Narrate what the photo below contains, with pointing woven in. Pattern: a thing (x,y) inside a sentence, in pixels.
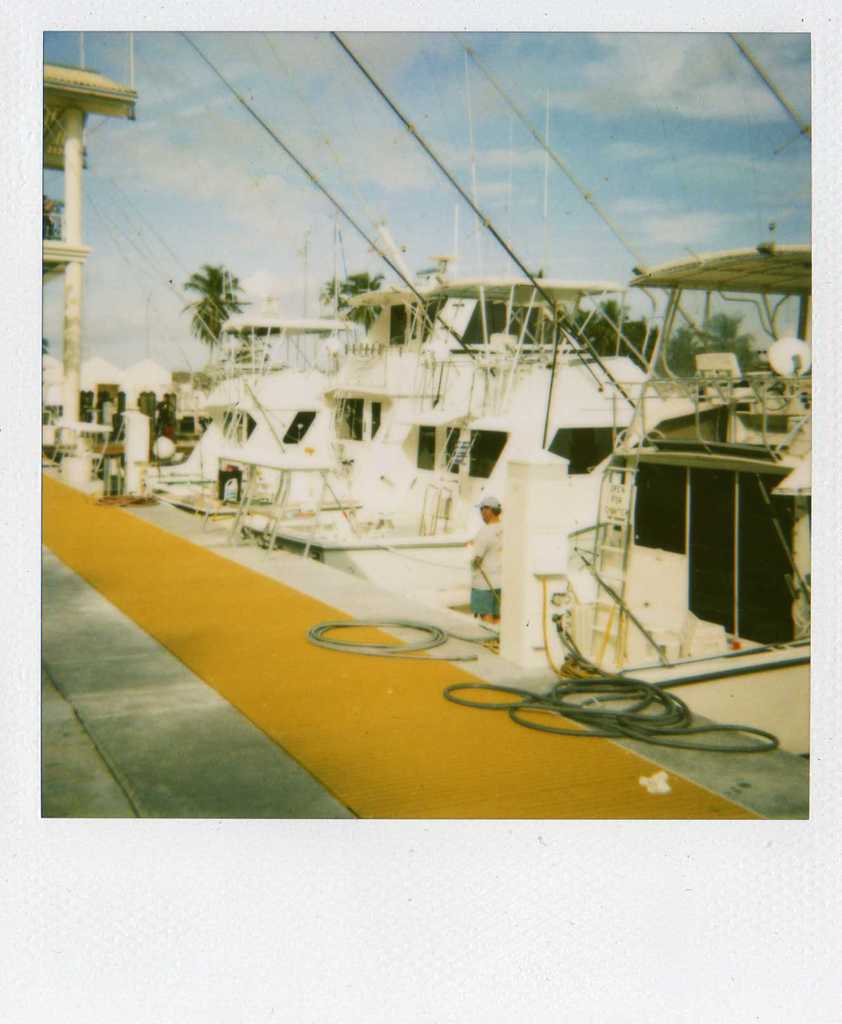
At the bottom of the image (192,736) there is a floor (130,570) with carpet (198,623) and ropes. And also there are pillars (74,141) and roof (73,74). Behind the floor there are many ships (392,469) with ropes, poles (753,300), glass windows (450,430), and some other things (740,417). In the background (276,100) there are trees (225,294) and also there is sky (514,134).
